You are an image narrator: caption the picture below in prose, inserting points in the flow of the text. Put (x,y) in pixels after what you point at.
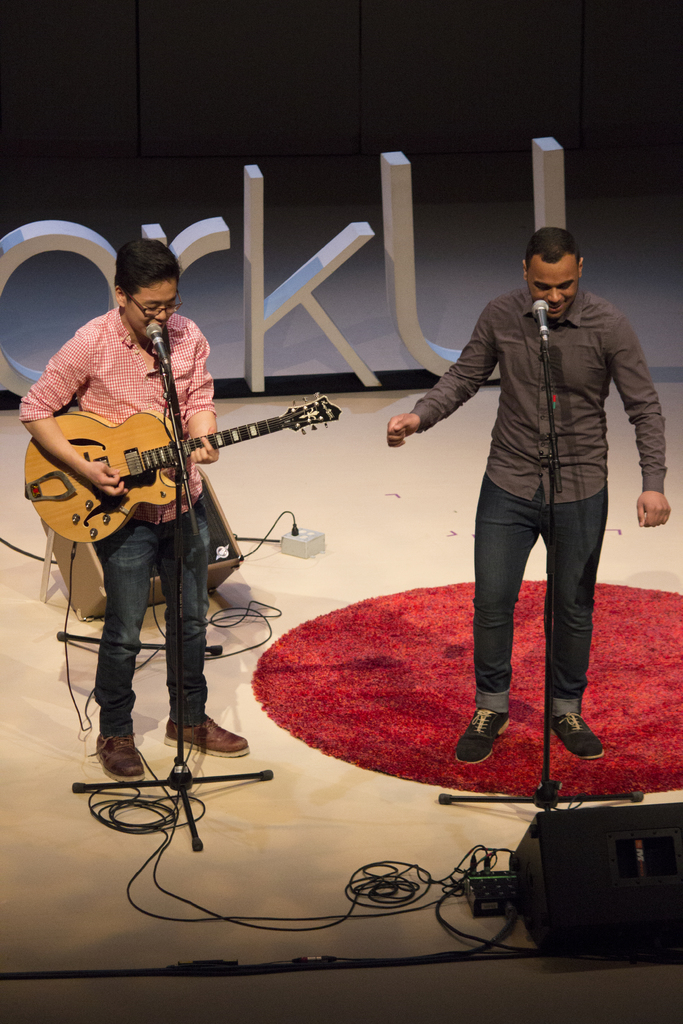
Here we can see two persons (514,337) are singing on the mike (166,343). He is playing guitar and this is floor (370,471).
